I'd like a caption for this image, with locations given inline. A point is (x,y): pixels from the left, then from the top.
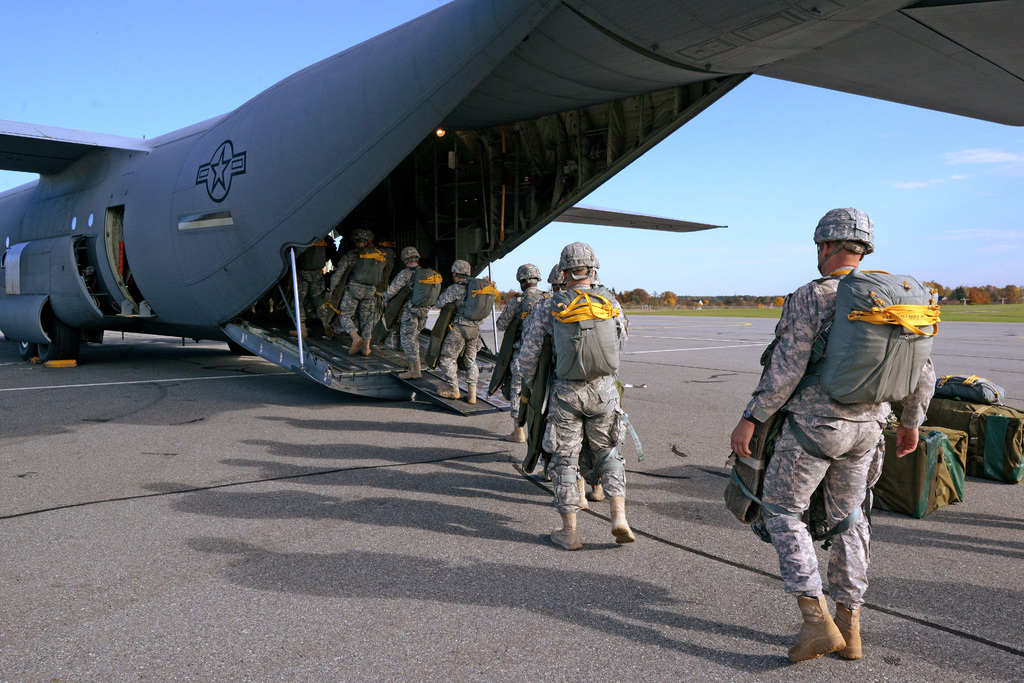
In this image I can see group of people (346,317) and they are wearing military uniforms (346,291). I can also see few persons (325,298) entering into an aircraft (263,226), background (726,204) I can see trees (653,300) in green color and sky (744,200) in blue color.
